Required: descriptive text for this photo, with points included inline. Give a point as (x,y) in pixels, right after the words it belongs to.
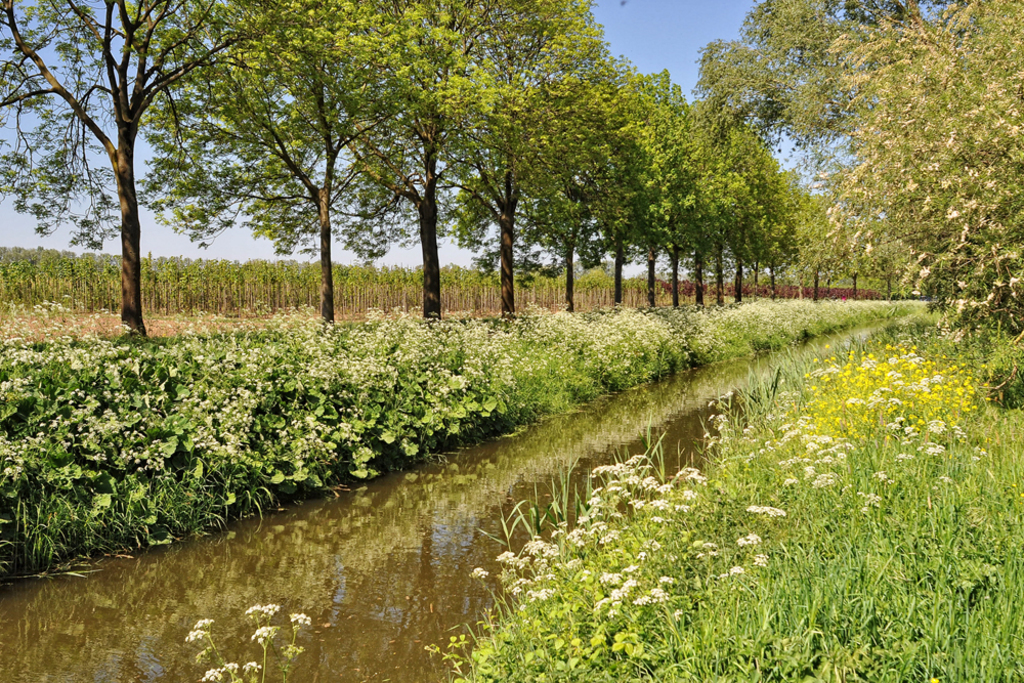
In this picture we can see flowers (971,376), grass (1001,409) and water (472,492). On the right (954,174) we can see many trees (699,172). On the left (249,296) background (287,296) we can see farmland (725,291). On the top (693,34) there is a sky (666,21).
